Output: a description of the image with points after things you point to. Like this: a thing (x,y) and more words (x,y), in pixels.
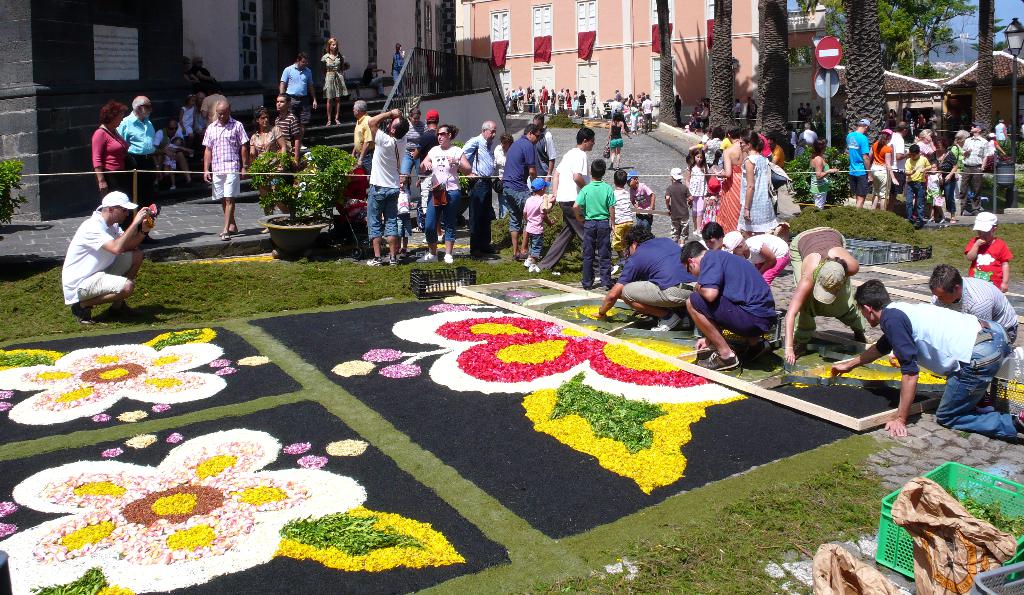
There are flowers (160,383) on the floor (430,356) as we can see at the bottom of this image (455,459). We can see people (372,152) in the middle of this image (681,200). There are buildings (568,73) and trees (859,117) at the top of this image (769,84).
